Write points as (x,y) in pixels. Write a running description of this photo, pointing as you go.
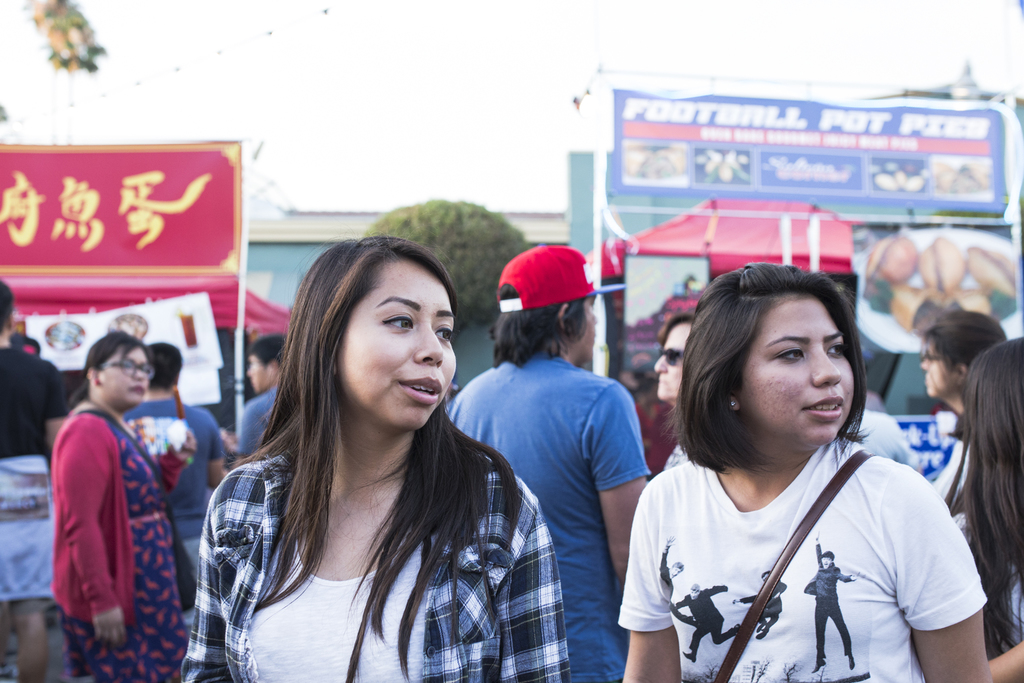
In this image we can see the few people (1016,433), there are some stalls (819,181) and written text (787,176) on the board (959,178), near there are trees (422,216), we can see the sky (530,135) in the background (348,52).
